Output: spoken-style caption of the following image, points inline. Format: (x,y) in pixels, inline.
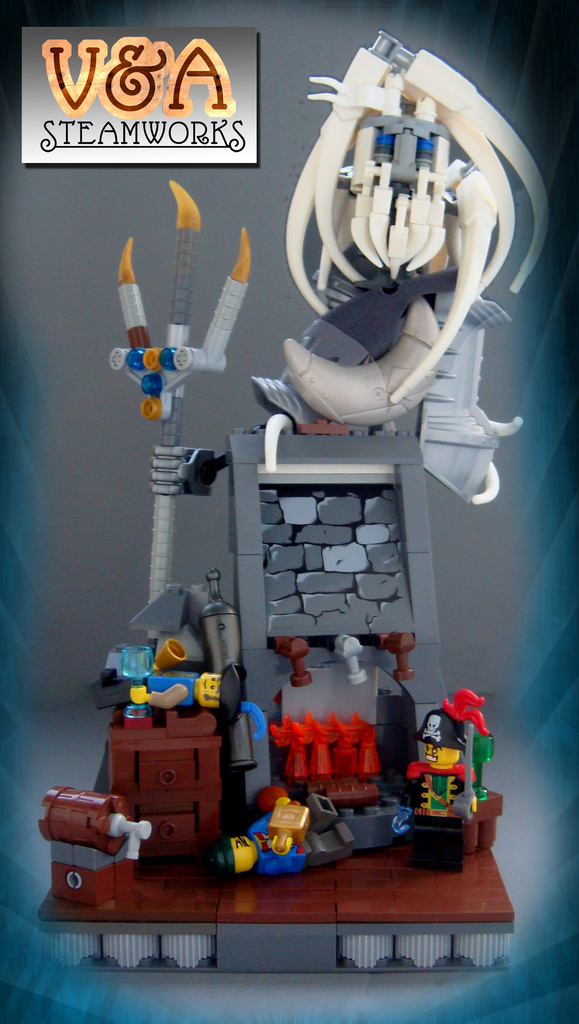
In this image we can see a toy model (271,450). In this image we can see weapon (128,324), bricks (341,593) and some objects (117,777). At the top left corner (46,149) there is text (122,65).
